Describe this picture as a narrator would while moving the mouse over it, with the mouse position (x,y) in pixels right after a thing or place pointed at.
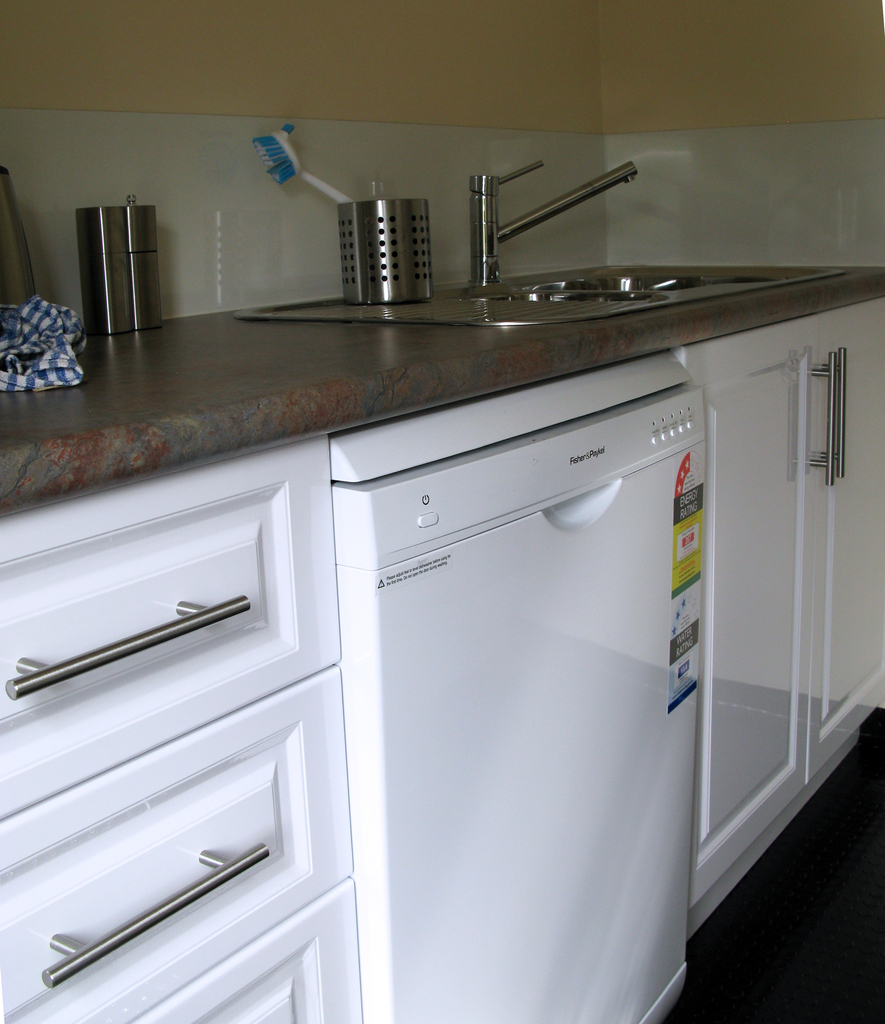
In this image I can see a table (199,364) cabinets (190,768). On the table (175,344) I can see a tap (545,208), bowls (151,238) and a cloth (45,345). At the top (312,95) I can see the wall (410,107).
